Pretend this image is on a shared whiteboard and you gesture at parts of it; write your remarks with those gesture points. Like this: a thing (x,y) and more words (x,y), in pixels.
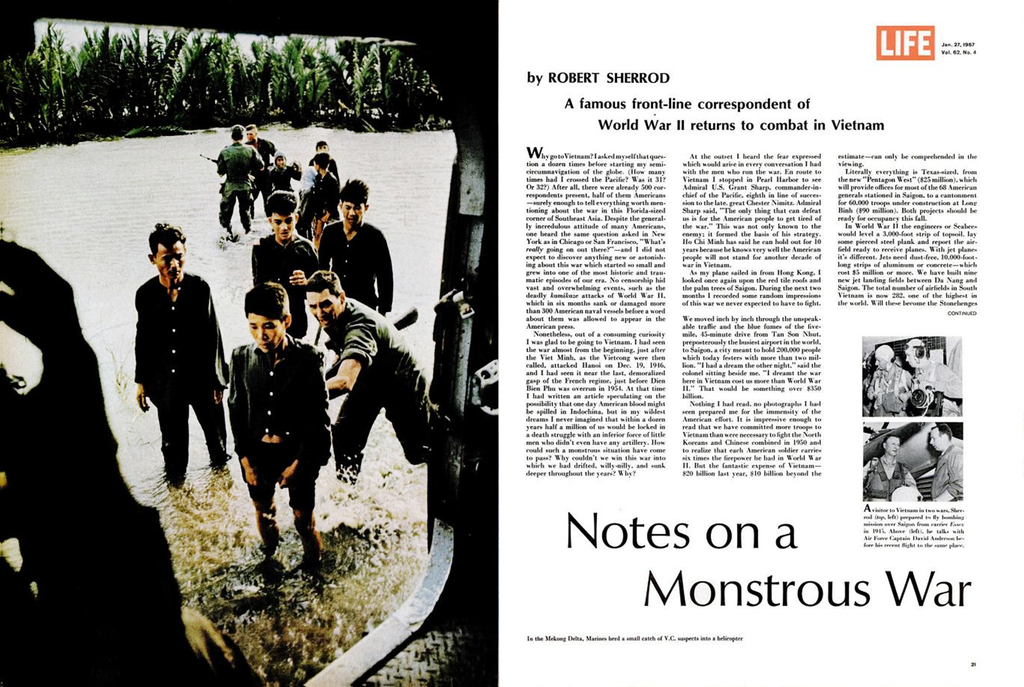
In the image there is an article (698,285) and on the left side (203,367) there is a picture (271,314) of some boys (281,185) who are standing in the water (141,158), behind them there are many trees (362,110), it looks like the article (610,186) is related to a Vietnam war.
